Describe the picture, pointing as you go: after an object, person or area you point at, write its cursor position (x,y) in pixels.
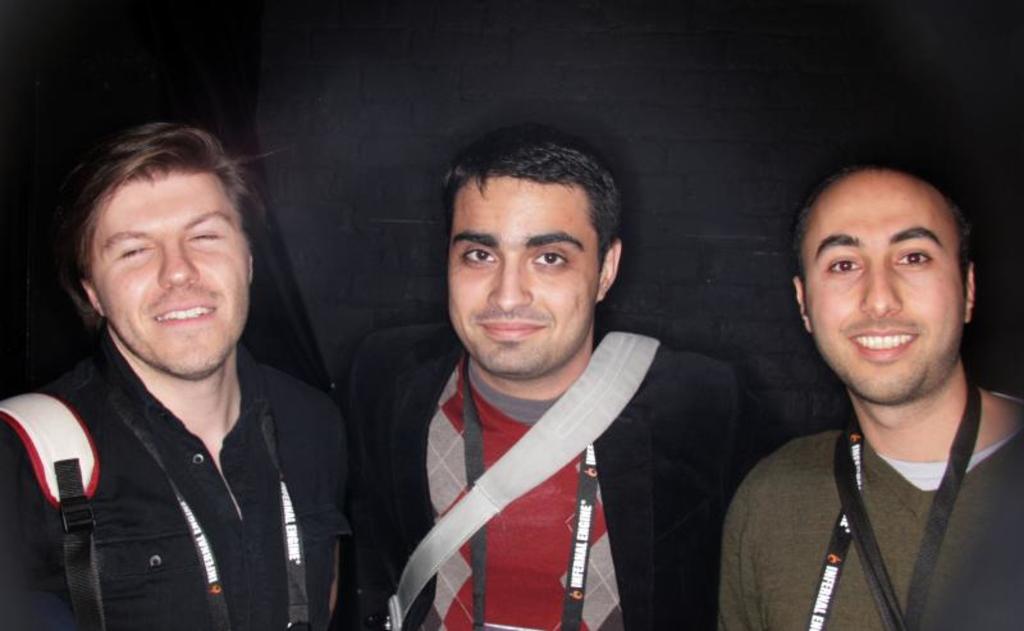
In this image there are three people (627,466) in the foreground (650,396). And the background (788,139) is black color. We can see a person (151,430) wearing backpack (447,521).
